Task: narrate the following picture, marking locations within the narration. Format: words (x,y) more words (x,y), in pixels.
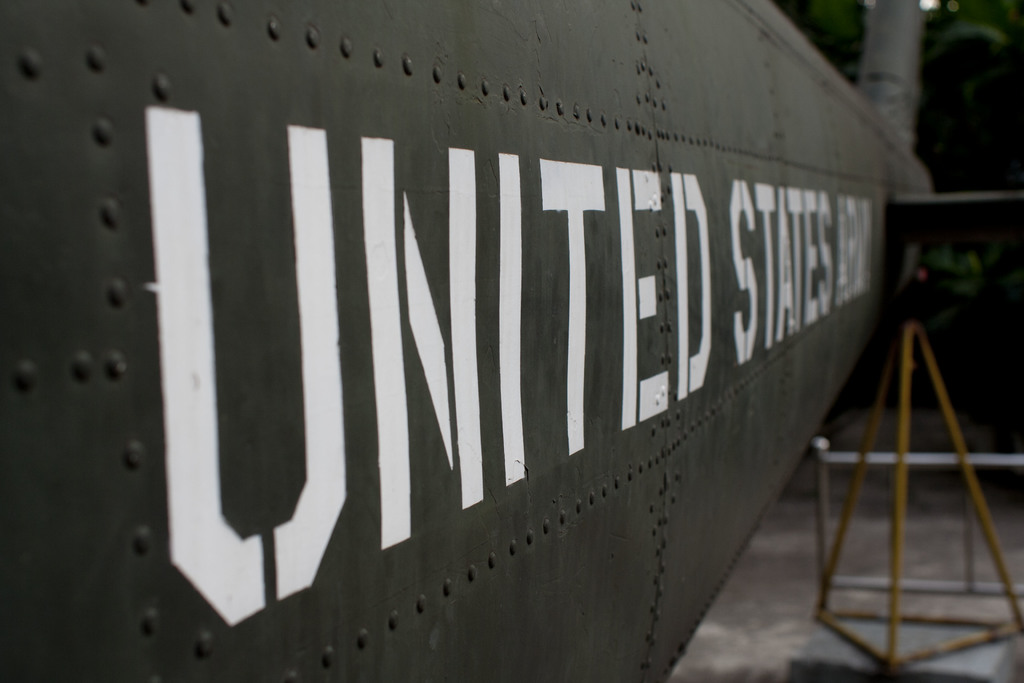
In this picture we can see text (307,246) on the metal body (529,349), in the background (944,412) we can see a stand (910,386).
